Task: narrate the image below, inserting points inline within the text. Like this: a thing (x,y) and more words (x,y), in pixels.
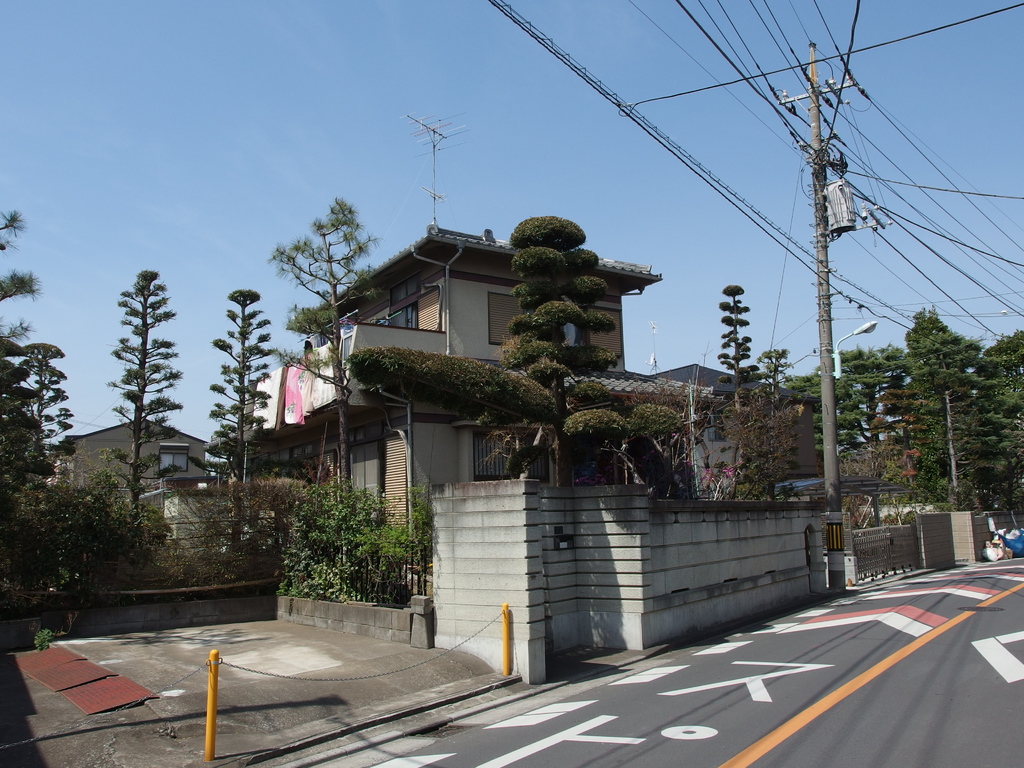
In this image, there are a few buildings (614,375). We can see some trees (599,387) and plants (376,527). We can see some poles (506,636) and chains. We can see the ground (834,669). We can see some objects (1002,529) on the right (993,546). We can see some wires (861,194). We can see the sky (506,169) and some clothes (289,391).
